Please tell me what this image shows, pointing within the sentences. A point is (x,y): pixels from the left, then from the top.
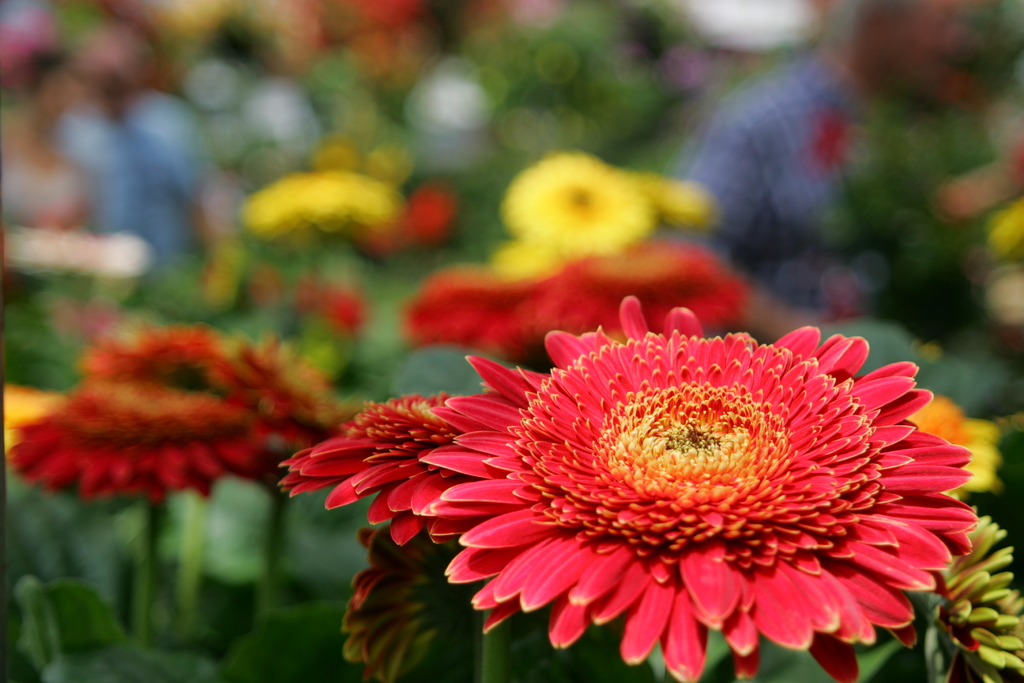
In the picture we can see some flowers (869,504) with plants (645,135) which are red in color and some are yellow in color with petals (158,337).
